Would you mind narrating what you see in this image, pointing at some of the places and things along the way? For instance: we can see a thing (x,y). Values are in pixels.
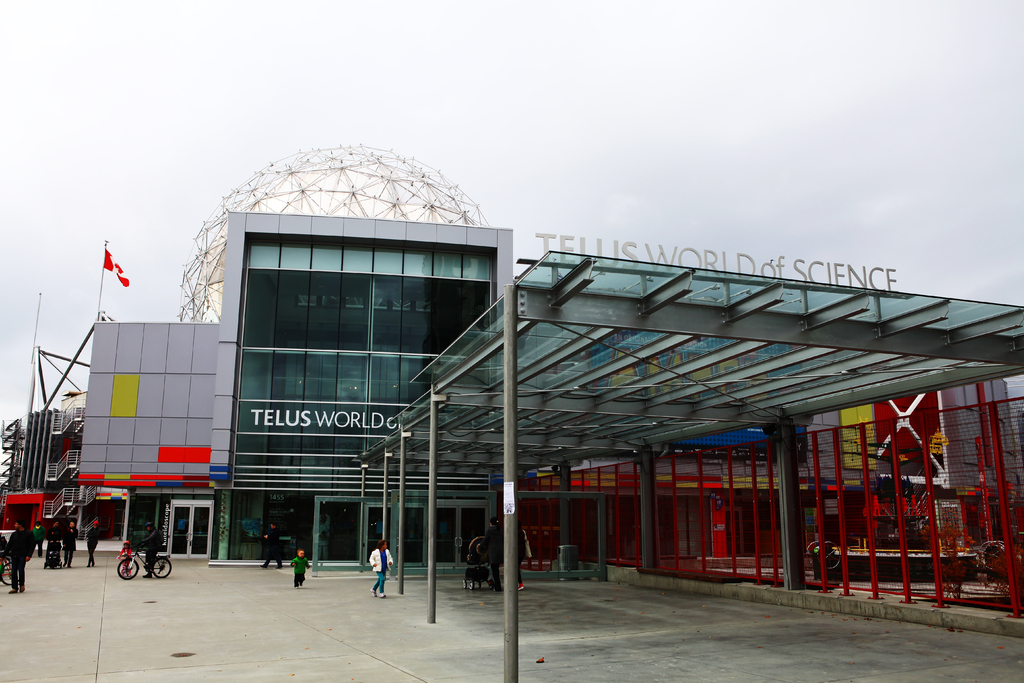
In the center of the image (345,235) there is a building (576,462). To the right side of the image (809,441) there is a red color fencing (1011,566). There is a flag (116,271). At the bottom of the image (232,607) there is road (200,595). There are people (153,554) walking on it.
